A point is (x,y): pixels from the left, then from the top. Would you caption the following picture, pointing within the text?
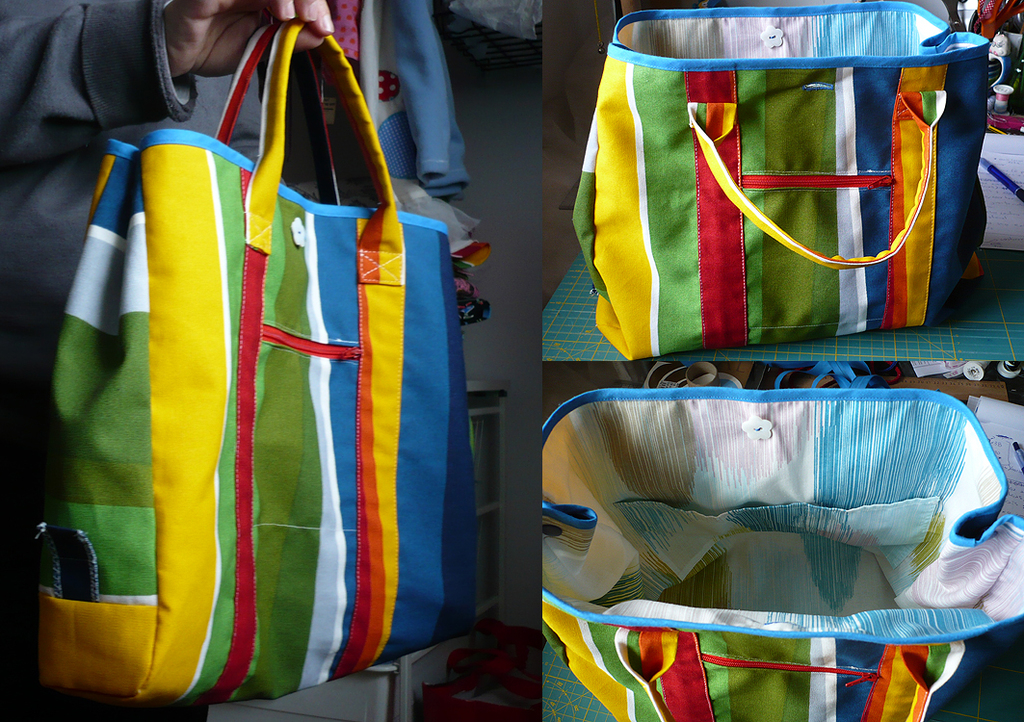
The image is a collage of three pictures where there is a bag (752,560) on which there are colourful stripes (429,499) in blue, yellow, orange, green colour.
